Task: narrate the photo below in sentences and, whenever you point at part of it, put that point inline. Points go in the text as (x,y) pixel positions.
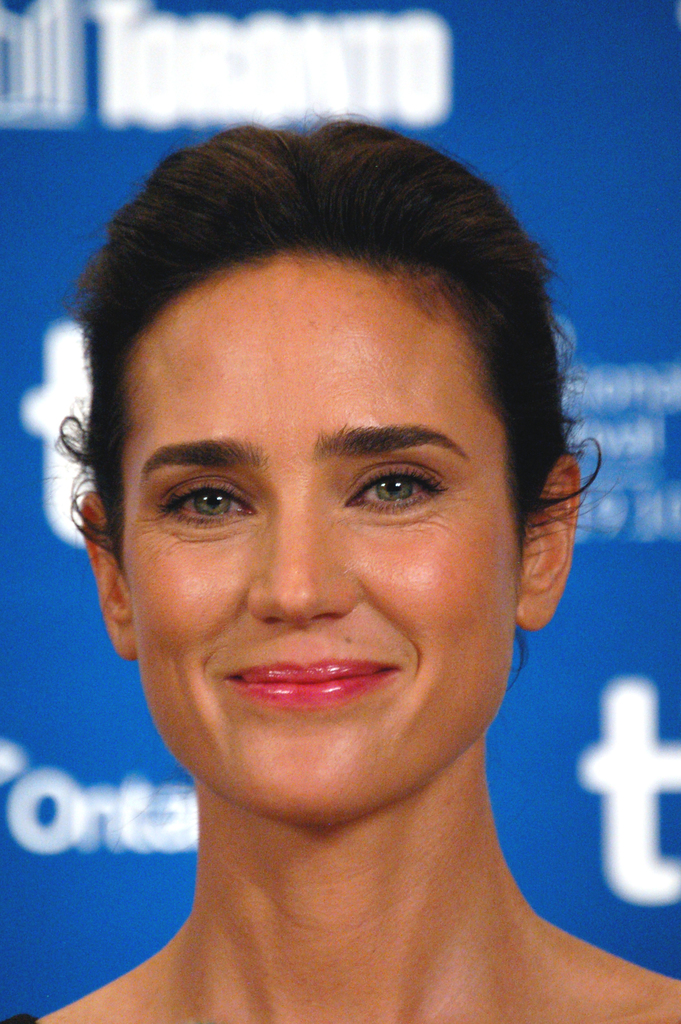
In this image, we can see a person (262,1020). In the background (567,98), we can see a blue colored board (266,115) with some text (176,42).
